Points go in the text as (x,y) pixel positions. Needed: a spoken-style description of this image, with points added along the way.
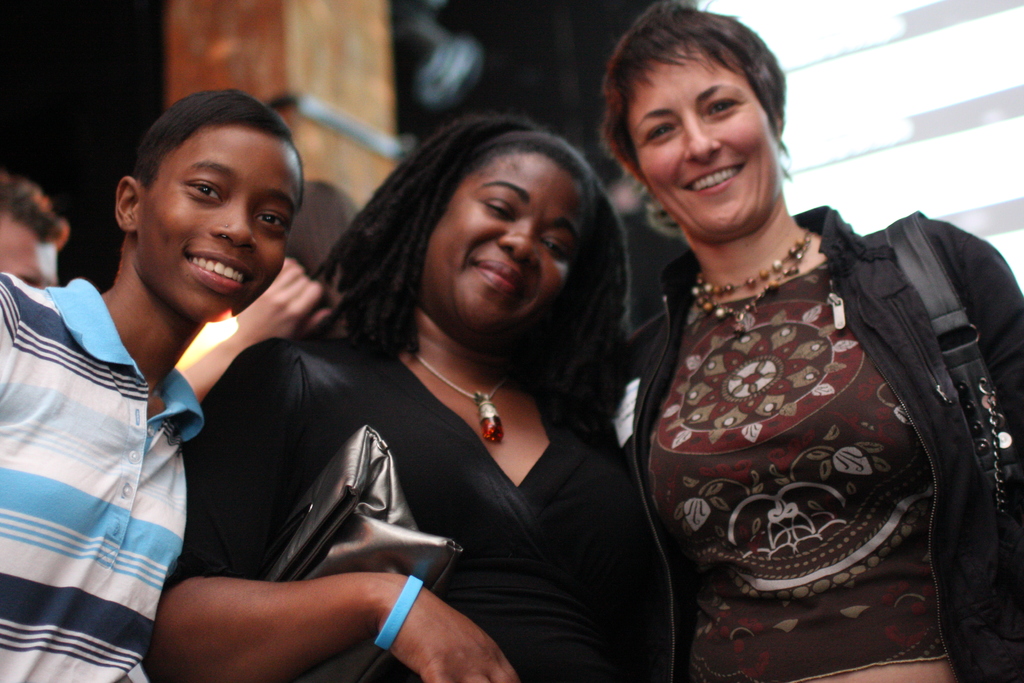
In this image there are a few people (359,404) standing with a smile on their face (667,66), one of them is holding a bag (291,562), behind them there is a pillar (294,82). The background (34,69) is dark and not clear.
